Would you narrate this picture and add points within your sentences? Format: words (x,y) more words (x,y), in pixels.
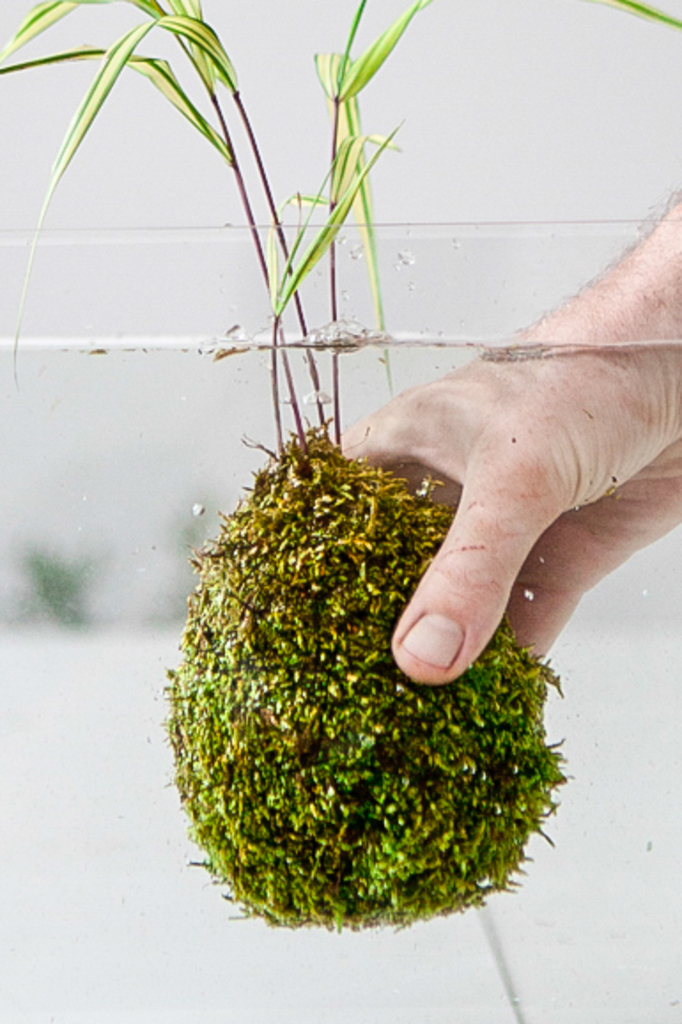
In this picture, we see the hand (504,501) of a person (537,434) is holding a plant (429,498) in the water (21,600). At the bottom (154,993), we see the water (127,952) in a glass tub (301,973). In the background (644,121), we see a wall (291,221) in white color.
